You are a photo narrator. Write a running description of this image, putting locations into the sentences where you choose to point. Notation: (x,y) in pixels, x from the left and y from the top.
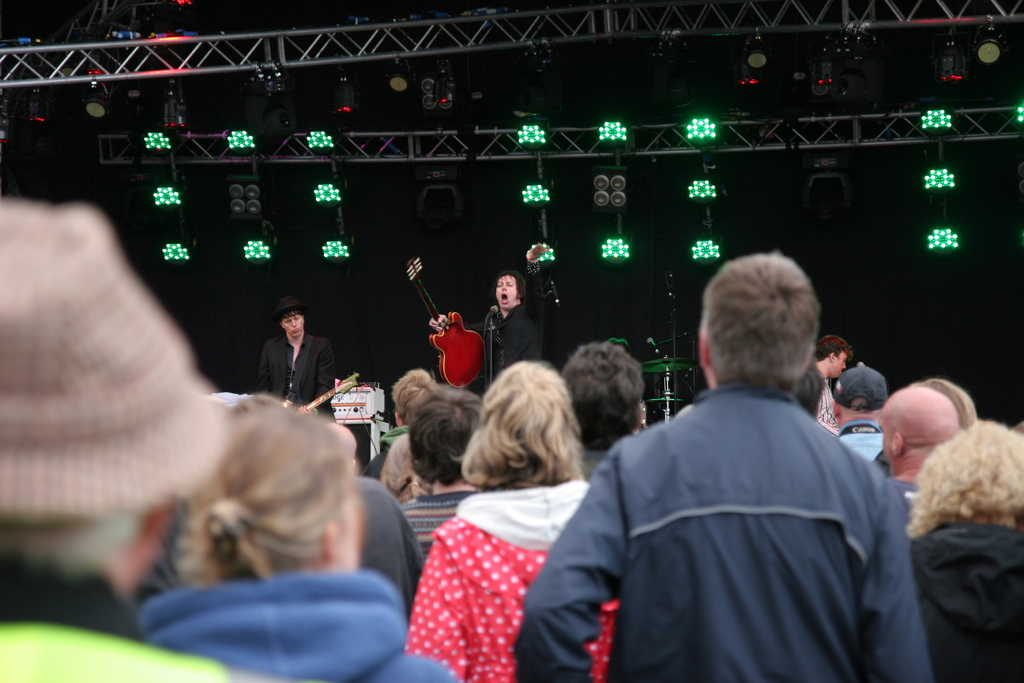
In this image I can see number of persons (532,534) are standing and two persons (527,347) wearing black dresses (297,383) and holding musical instruments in their hands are standing on the stage (384,345). In the background (434,276) I can see few musical instruments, few metal rods (442,139), few lights (264,91) and the dark background (871,223).
